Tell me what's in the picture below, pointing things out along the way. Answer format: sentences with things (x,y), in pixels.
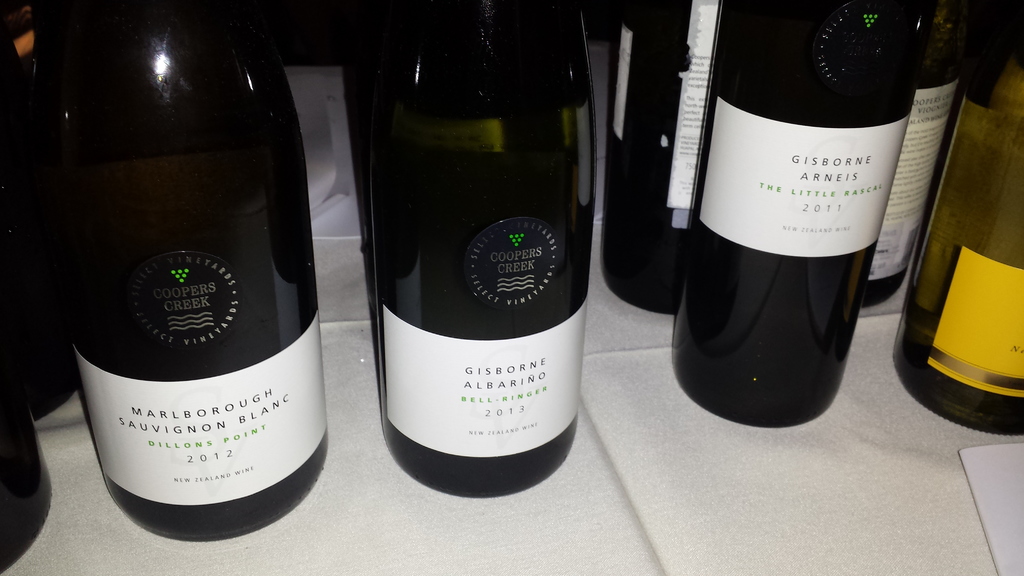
In this image I can see there are wine bottles (587,216) in black color.
